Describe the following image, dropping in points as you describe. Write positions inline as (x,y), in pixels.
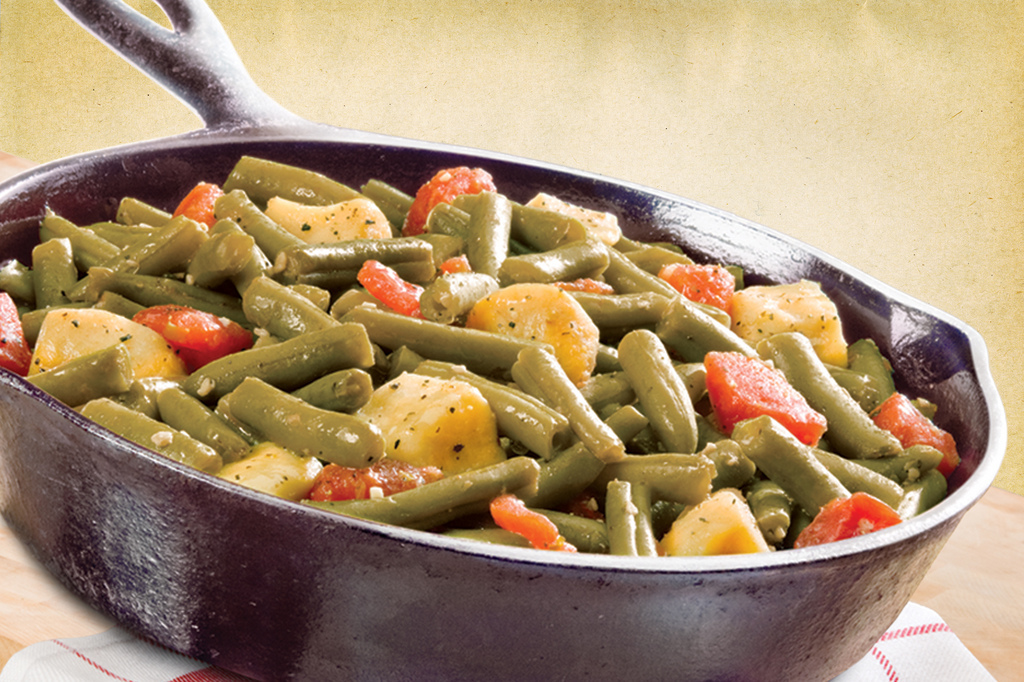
Here in this picture we can see fried vegetable (411,322) present in a pan (238,629), which is present on the table (968,525) over there and we can also see cloth (55,648) present below it over there.
